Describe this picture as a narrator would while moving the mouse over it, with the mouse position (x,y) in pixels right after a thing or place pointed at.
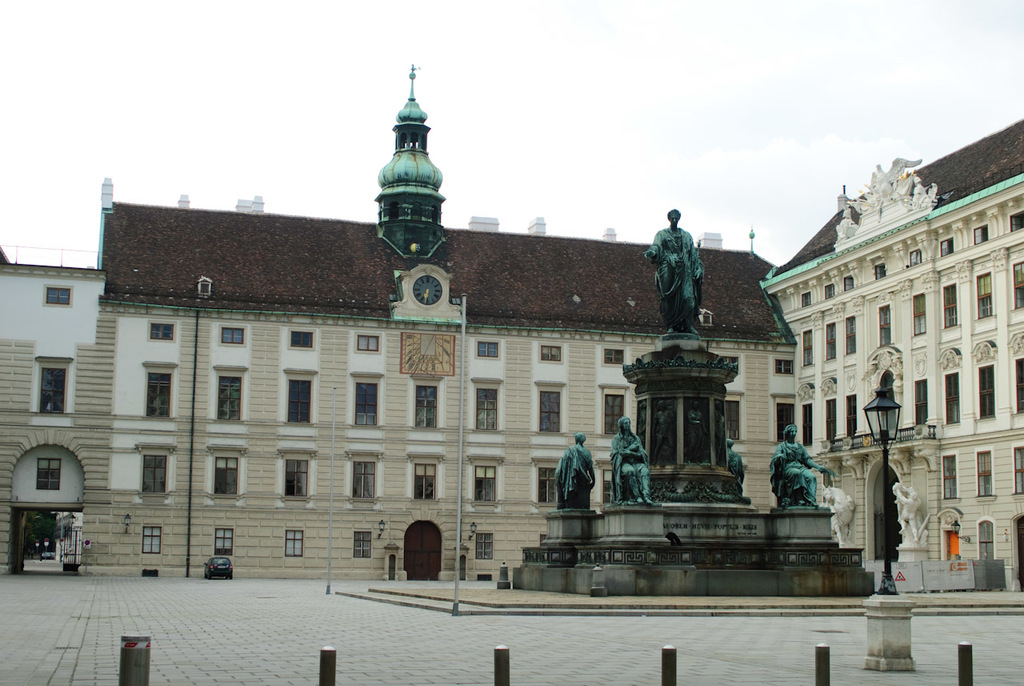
In this picture there are buildings (544,393). There is a clock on the wall (138,360). In the foreground (692,244) there are statues (677,237) and there are poles (496,658) and there is a vehicle (228,566) on the road (301,606). At the top (200,125) there is sky (200,125). At the bottom (74,660) there is a road (161,643).
